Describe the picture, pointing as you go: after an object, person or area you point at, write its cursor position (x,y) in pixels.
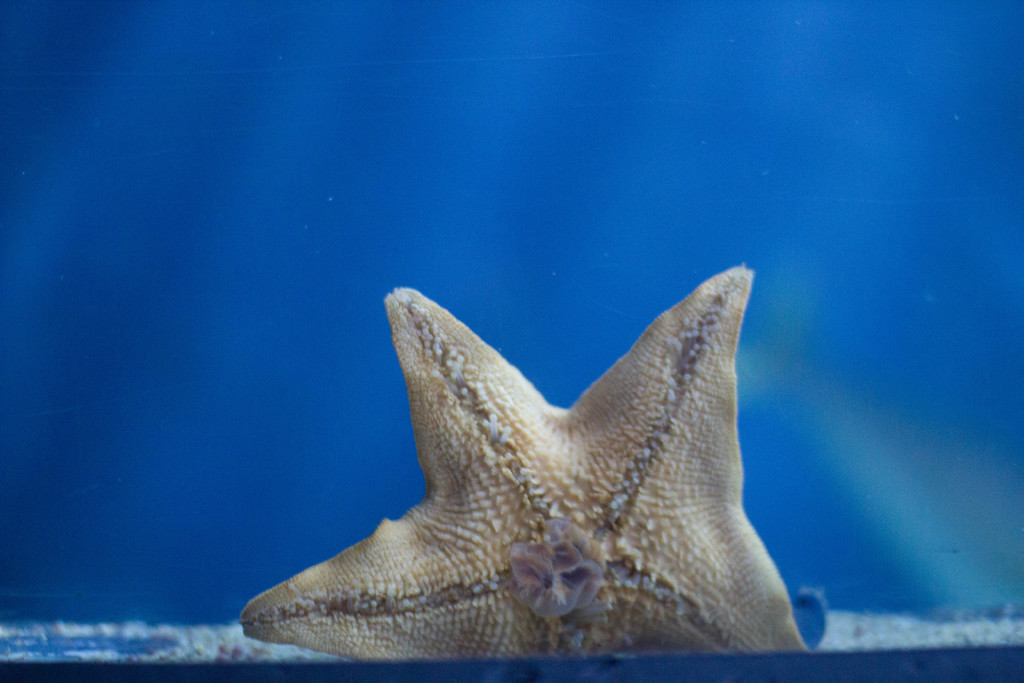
In this image I can see a star fish (539,527) which is cream in color and I can see the blue colored background (184,397).
